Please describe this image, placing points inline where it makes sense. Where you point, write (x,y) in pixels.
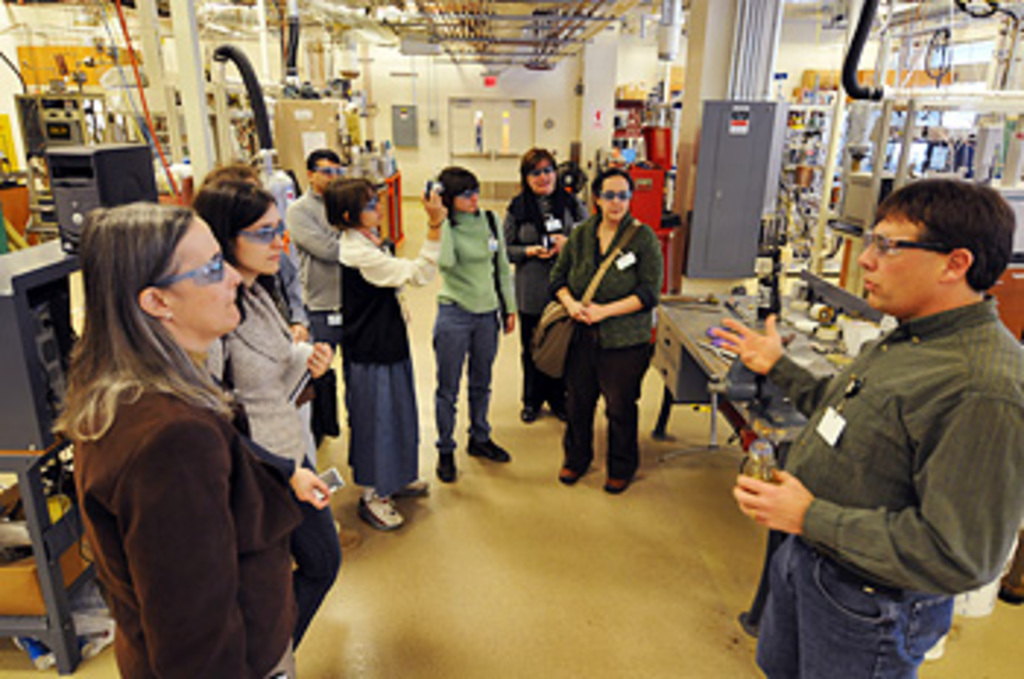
This is an inside view. On the right side (844,466), I can see a man (869,366) standing and speaking. In front of this man (877,408) some more persons (221,408) are standing and looking at this man (835,429). In the background (776,244), I can see some tables (699,322) and some machines (671,143). It is looking like a laboratory. In the background (529,99) there is a wall (550,96).
